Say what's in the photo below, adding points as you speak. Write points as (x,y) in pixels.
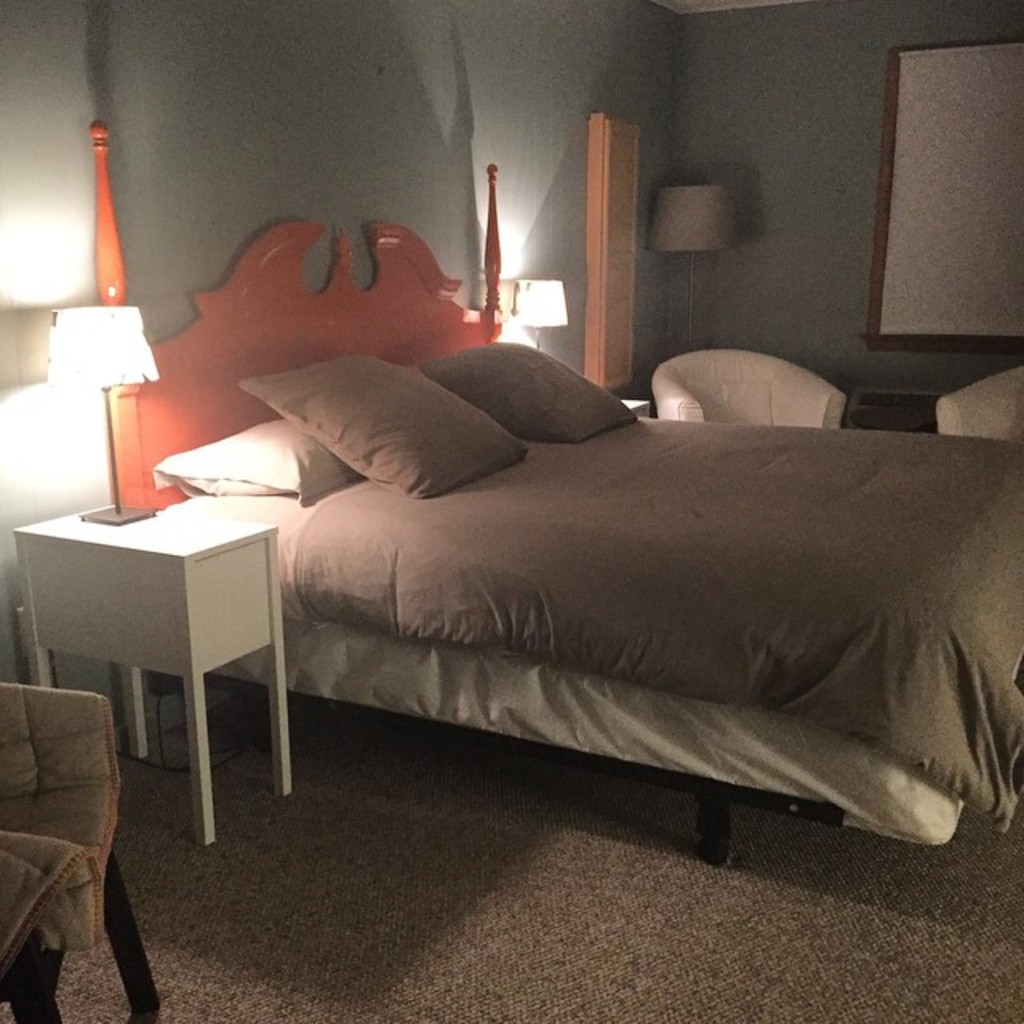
In this image there is a bed (764,678). On top of the bed (641,441) there are pillows (492,446). Beside the bed (318,513) there are lamps (533,292) on the tables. There are chairs (64,757). In the background of the image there is a board (964,252) on the wall (471,42).
